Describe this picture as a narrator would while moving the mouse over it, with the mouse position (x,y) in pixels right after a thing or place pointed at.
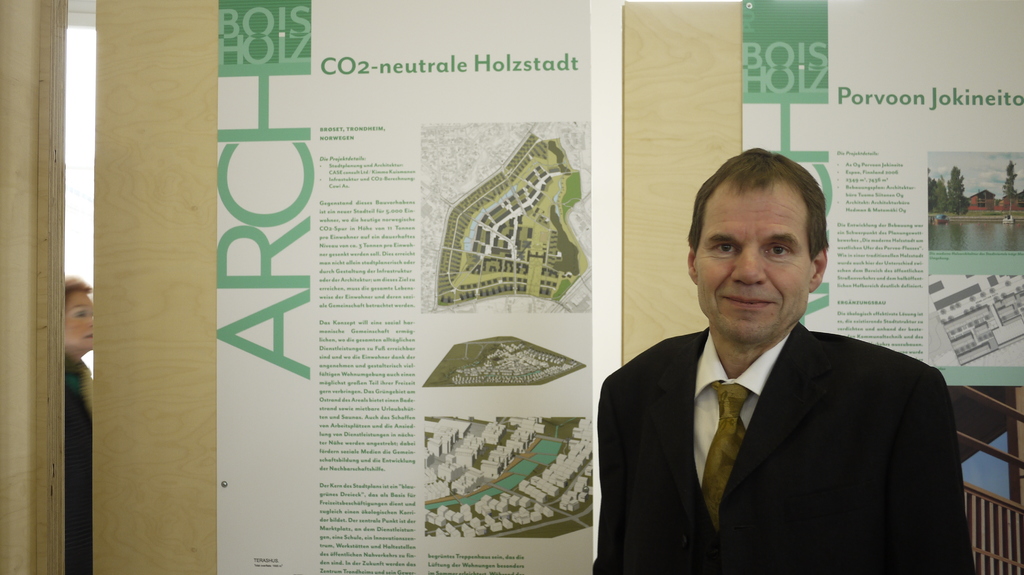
In this picture I can see a man (678,354) standing and few boards (556,246) with some text (396,262) and pictures (1010,362) and I can see a woman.
